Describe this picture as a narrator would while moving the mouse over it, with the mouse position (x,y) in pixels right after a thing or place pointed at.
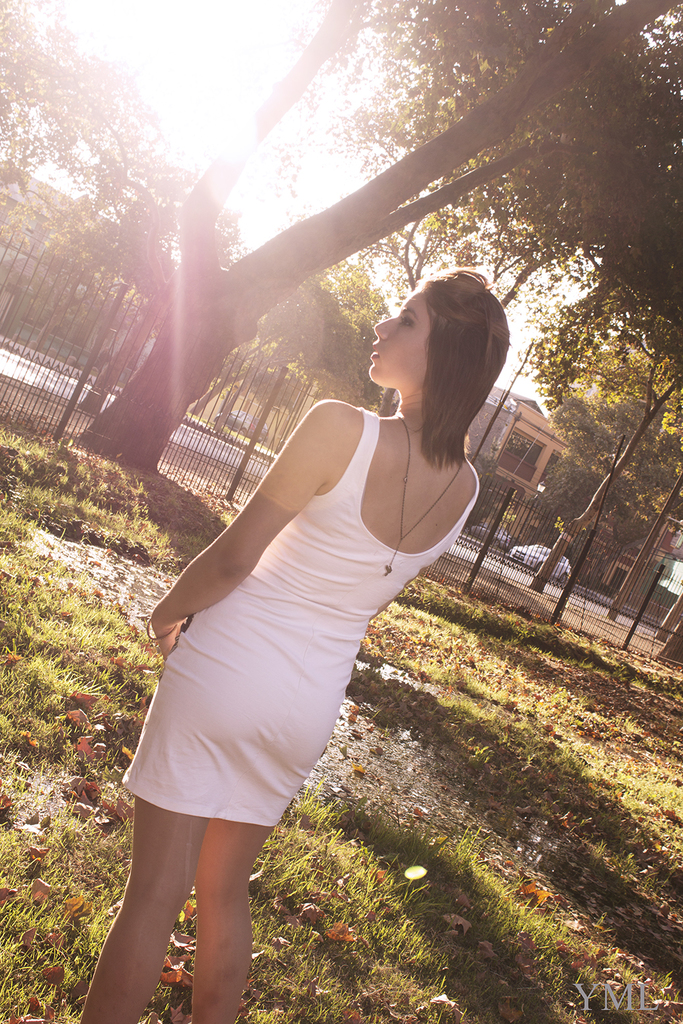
In this image there is a woman (229,637) standing in the center (279,661) wearing a white colour dress (223,762). In the background (182,416) there are trees (219,348), there is a fence (584,590) and a car (558,581) is moving on the road (551,586), there is a building (547,456) and on the ground (411,755) there is grass (26,706).
